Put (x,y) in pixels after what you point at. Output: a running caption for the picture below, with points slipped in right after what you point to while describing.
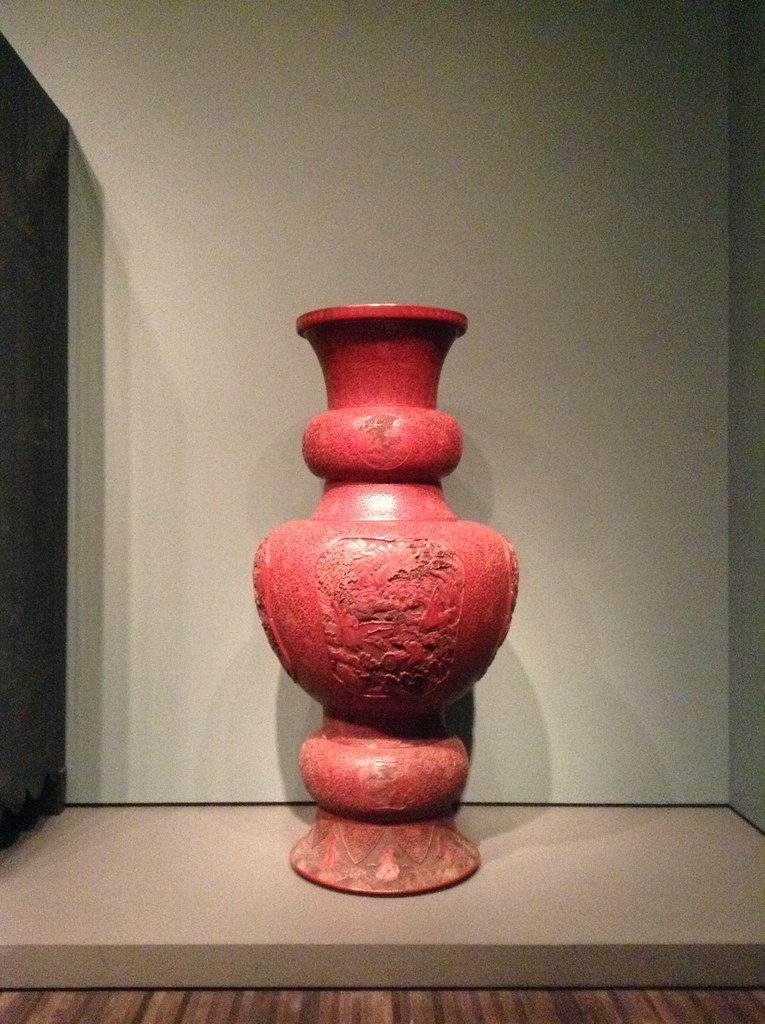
Here I can see a red color vase (340,627) which is placed on a wooden plank (385,945).
